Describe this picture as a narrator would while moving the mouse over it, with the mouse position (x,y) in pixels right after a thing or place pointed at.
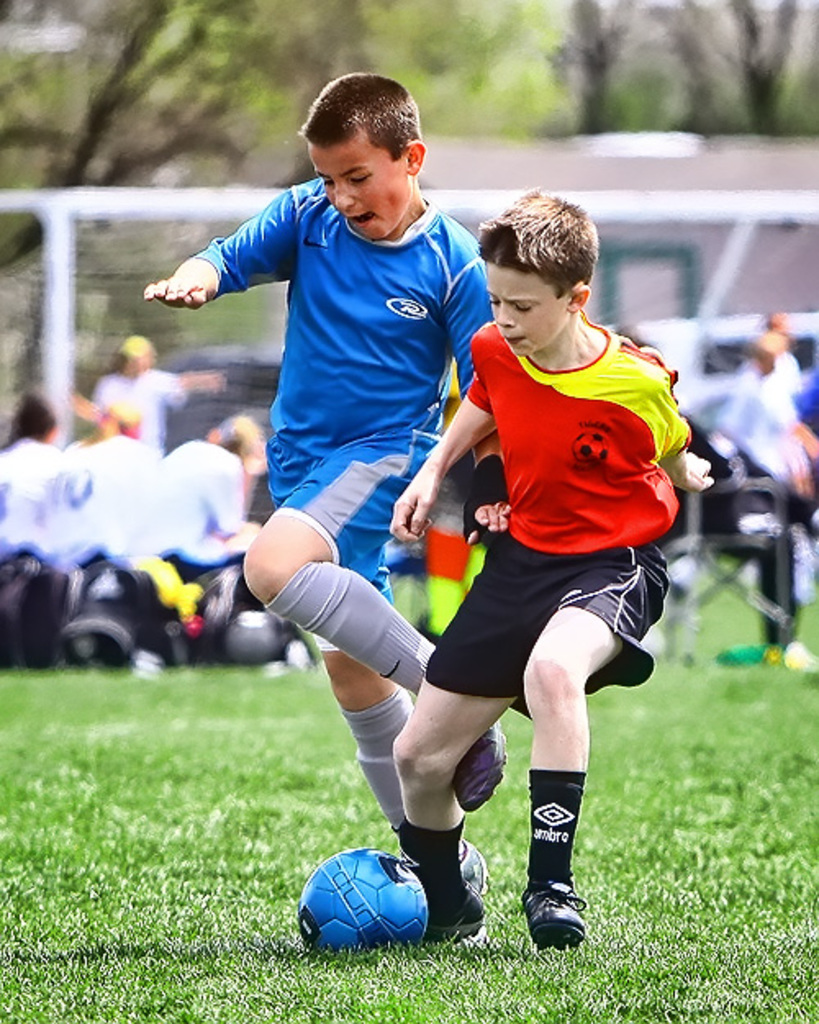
In this image I can see two boys (515,283) and a football (343,859) on this ground (306,746). In the background (804,490) I can see few more people (766,344) and few trees (90,75).
